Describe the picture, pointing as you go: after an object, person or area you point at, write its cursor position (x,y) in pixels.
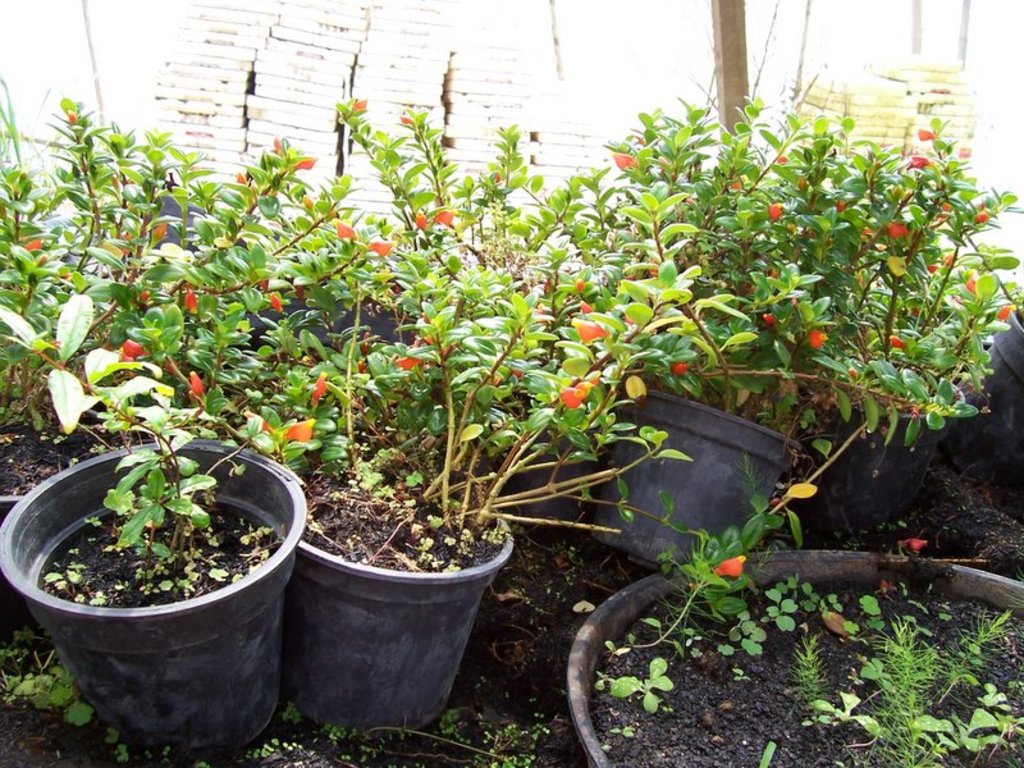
We can see house plants (756,340) and buds (729,572).
